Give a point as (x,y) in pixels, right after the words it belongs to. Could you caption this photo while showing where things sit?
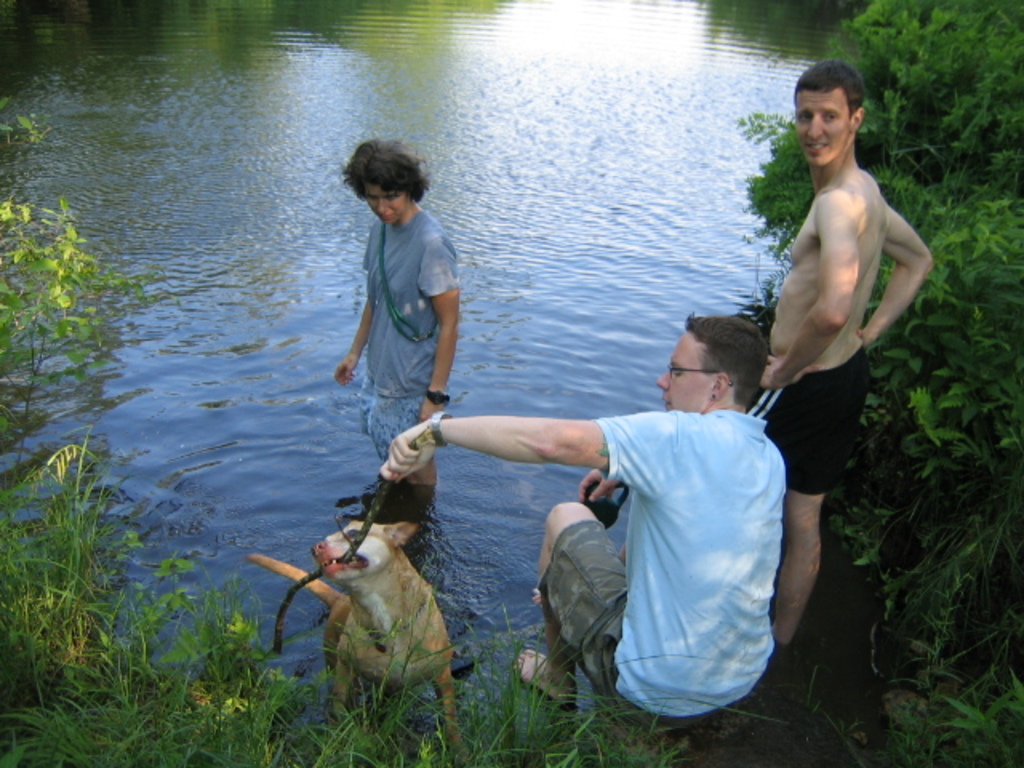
In this picture we can see three men (606,463) and a dog (395,590) where one is standing in a water (474,387) where other is holding stick (432,441) in hand (401,456) and in the background (519,99) we can see water (517,94), trees (909,54).
